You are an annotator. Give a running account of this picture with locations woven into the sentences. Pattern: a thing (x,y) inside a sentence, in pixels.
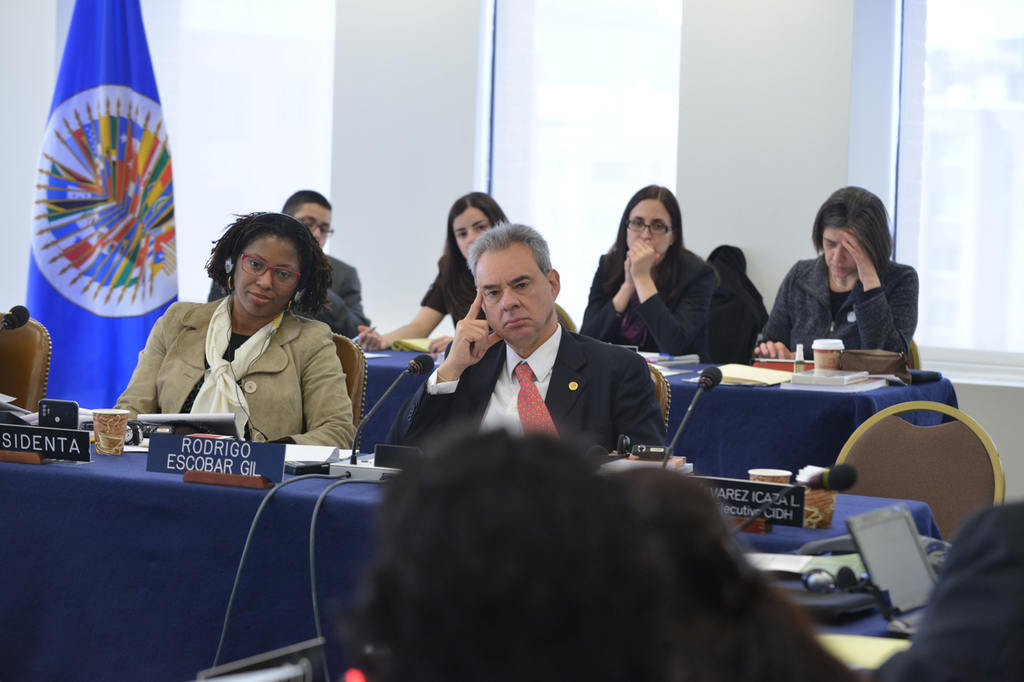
people (441,509) are seated and they are wearing suit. There are blue tables (6,476) on which there are microphones (419,366), wires (313,547), name plates (768,483) and glasses (828,507). There is a blue flag (113,179) at the left (113,284).
